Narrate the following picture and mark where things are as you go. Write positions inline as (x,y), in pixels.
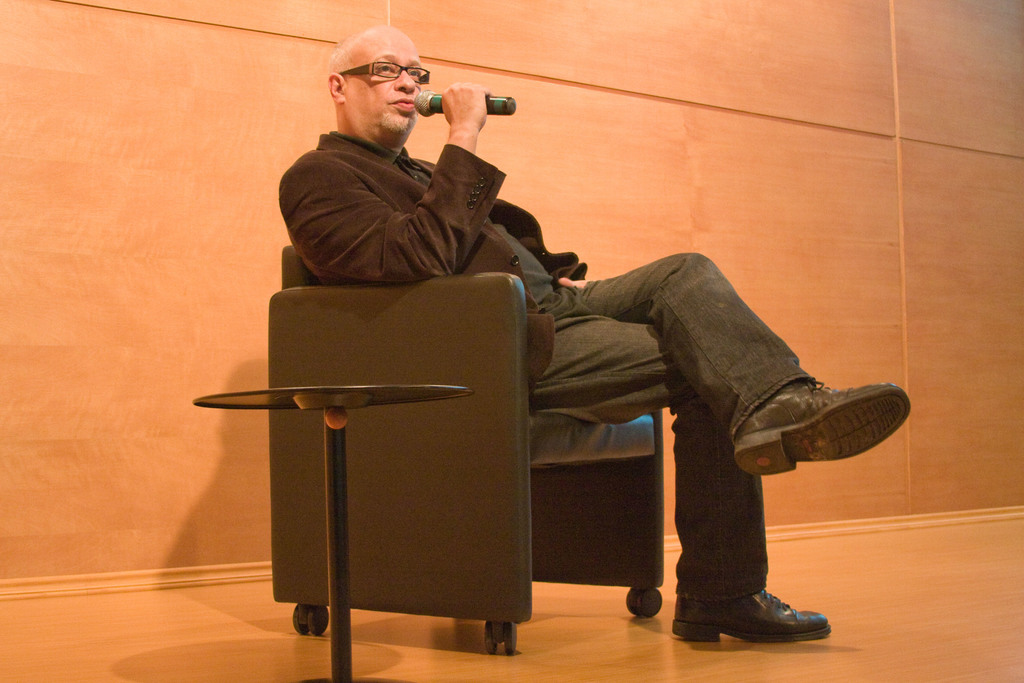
He is sitting on a chair (399,300). He is holding a mic (495,108). He is wearing a spectacle (358,67). He is wearing a brown jacket (466,244). We can see in the background (672,152) light brown color wall (633,181).
